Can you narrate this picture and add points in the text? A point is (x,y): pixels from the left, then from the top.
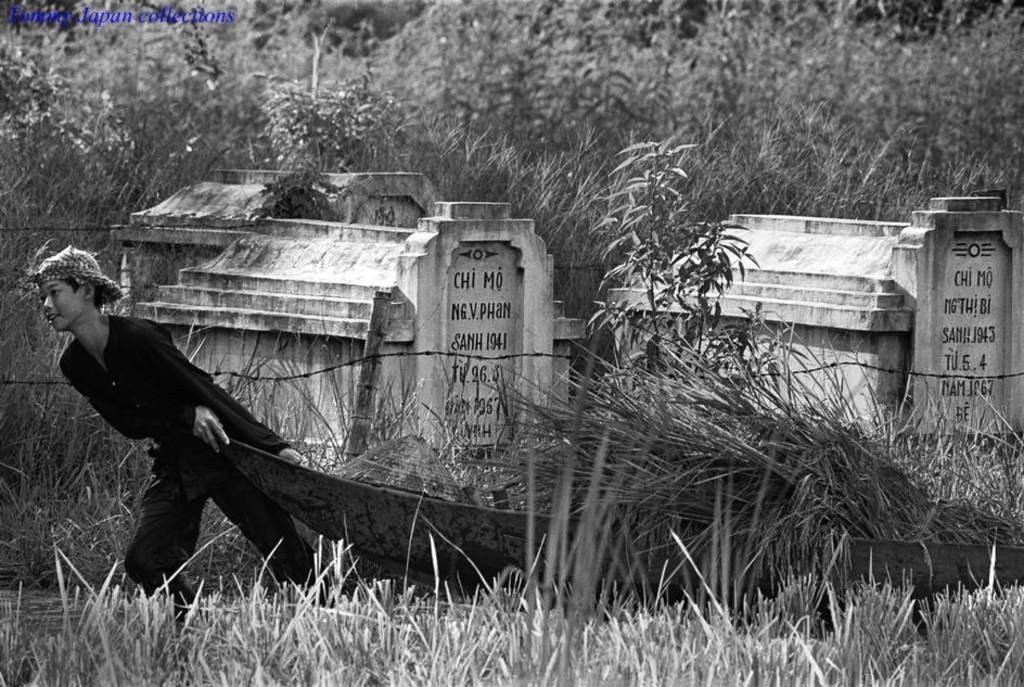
In this black and white picture we can see a boy (157,386) dragging something on the ground (537,608). We can see grass (476,466), plants (830,13) and tombstones (295,293) with fencing (213,227).
